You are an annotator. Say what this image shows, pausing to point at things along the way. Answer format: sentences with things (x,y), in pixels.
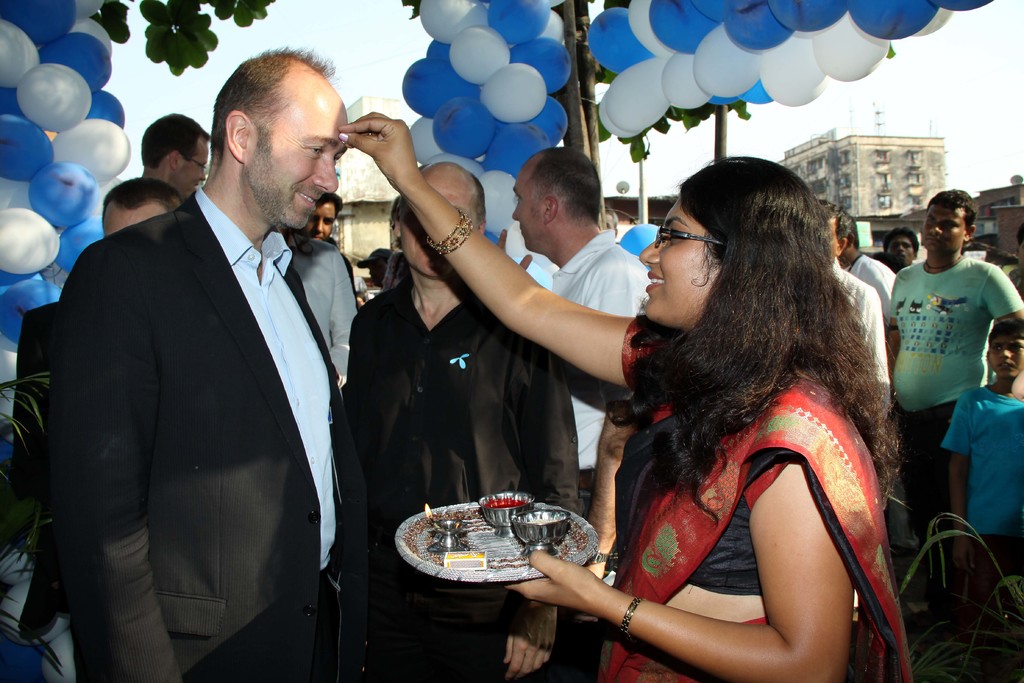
In this image there is a person (120,664) in black suit (270,449). He is standing beside a woman (635,572). She is holding a plate (499,538) having two bowls (507,522), lamp (447,534) and match box (477,561) on it. Behind the few persons (974,488) are standing on the land (923,599). Few balloons (646,67) are attached to the wooden trunk (584,133). Left side (33,422) there is a plant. Behind there are few balloons (20,265). Top of image (162,47) there are few leaves (169,39), behind there is sky (382,56). Background (355,219) there are few buildings (900,163).
